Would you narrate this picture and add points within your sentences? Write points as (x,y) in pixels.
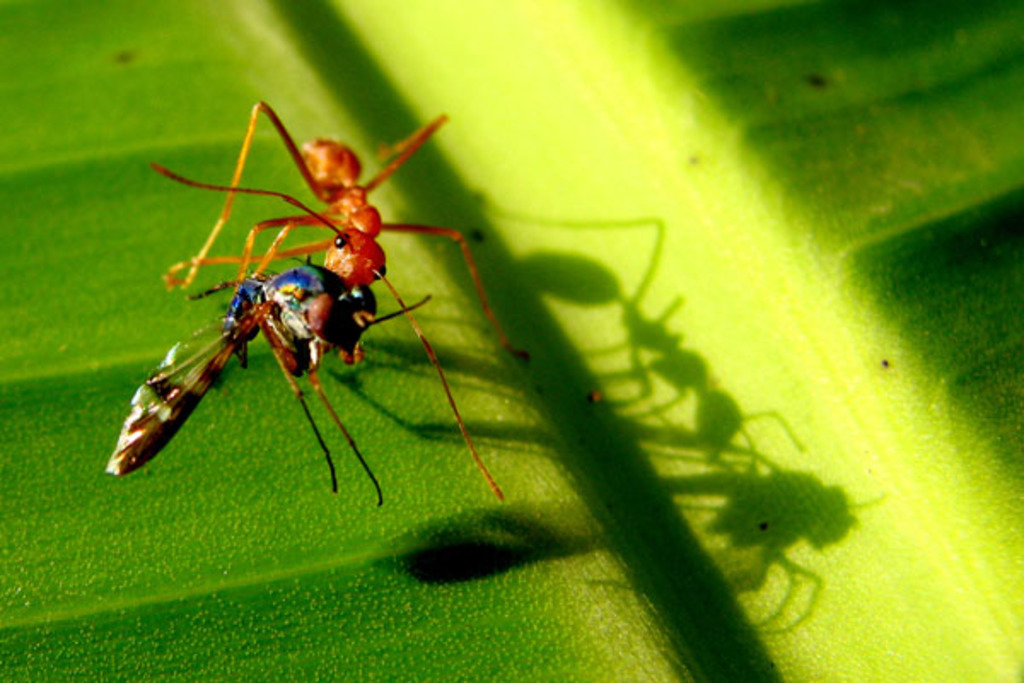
In this image I see 2 insects (245,305) on the green color surface (578,135).
